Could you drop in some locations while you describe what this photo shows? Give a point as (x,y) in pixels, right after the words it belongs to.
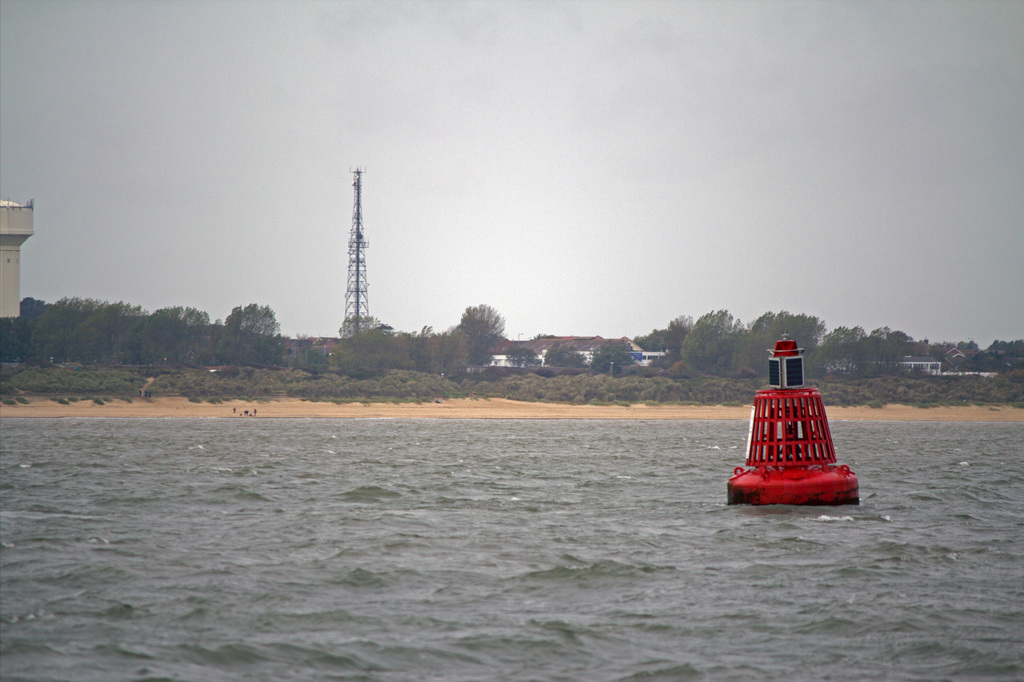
In this image I can see few houses (564,345), trees (375,366), tower (355,228), water tank (7,288) and the red and black color object (799,488) on the water surface (851,558). The sky (606,212) is in grey color.
